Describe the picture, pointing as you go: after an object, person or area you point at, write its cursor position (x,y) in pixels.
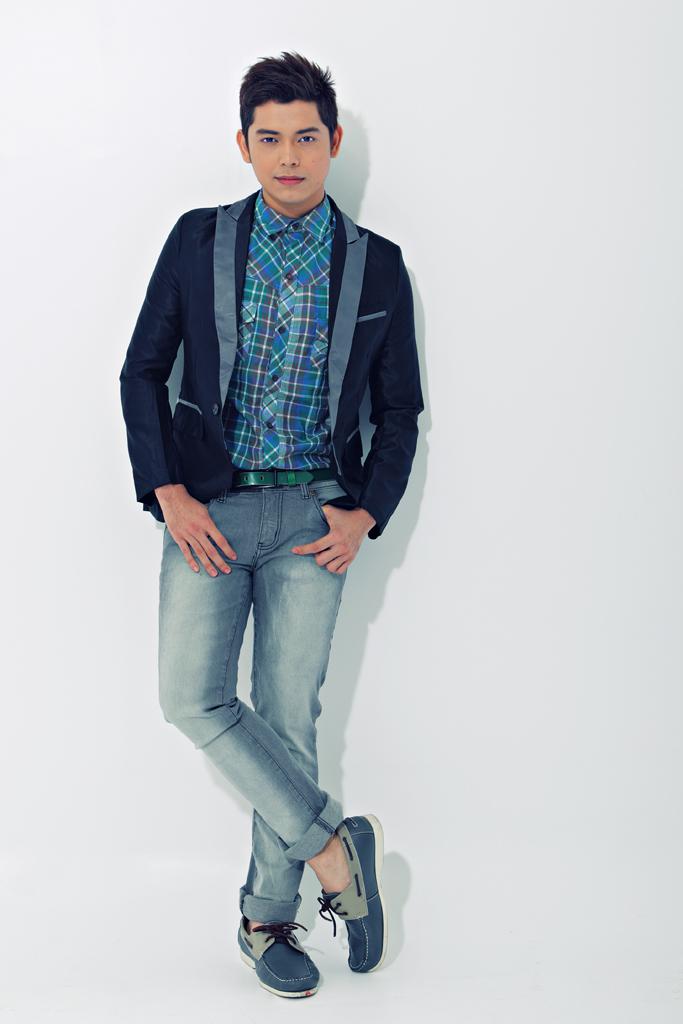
In this image I can see a person (264,701) standing in the center of the image (239,624) and posing for the picture.
